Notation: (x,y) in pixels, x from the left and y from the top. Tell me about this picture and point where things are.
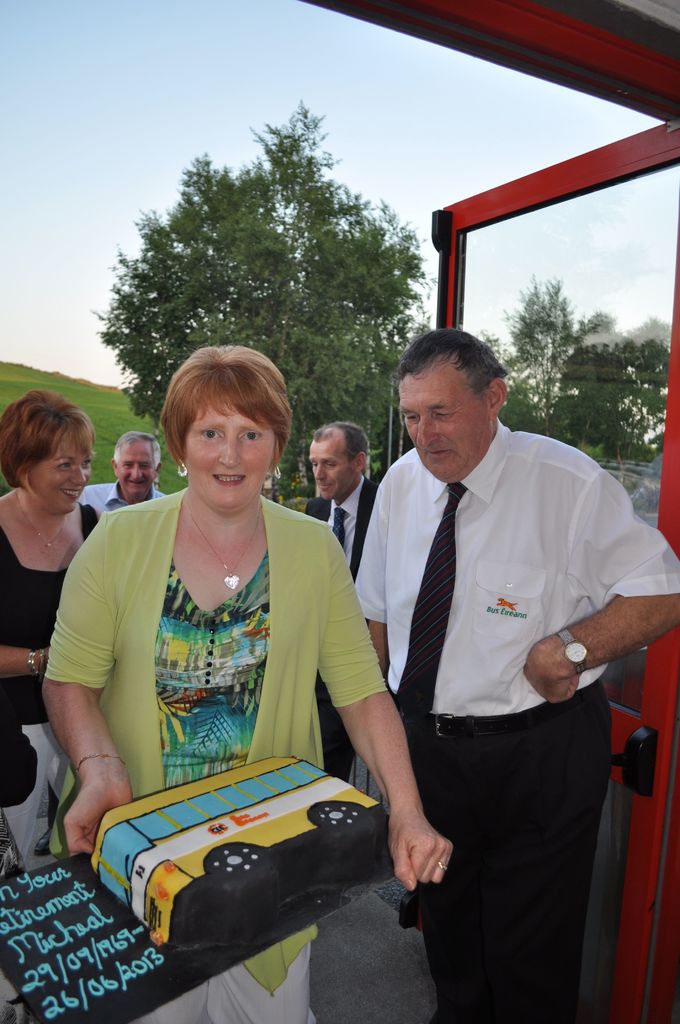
In the image there is a woman (222,591) in the front (219,541) holding cake (316,812) and behind there are few men (358,542) and woman (36,622) standing and over the background (296,239) there are trees (317,351) and above its sky (368,101).
